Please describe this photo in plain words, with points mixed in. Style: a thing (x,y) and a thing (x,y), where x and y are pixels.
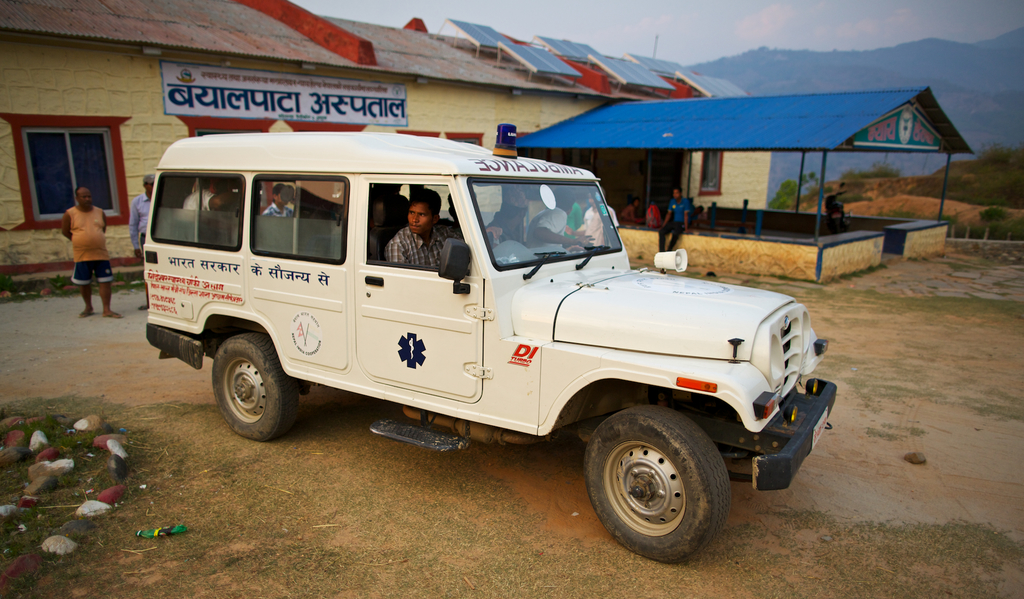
In this image there is a ambulance vehicle (538,293) in which a person (429,251) is sitting. There is a grassy land (499,575) at the bottom of image (376,573). At the left side of image (95,499) there is stones (52,552). At the backside of the vehicle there is a building (486,108) and solar panels (560,62) on roof (570,61) of it. A person (676,216) sitting on small wall (729,238). Right side of the image (867,78) there is a hill (861,73) and top of the image (696,16) there is a sky (816,19).
